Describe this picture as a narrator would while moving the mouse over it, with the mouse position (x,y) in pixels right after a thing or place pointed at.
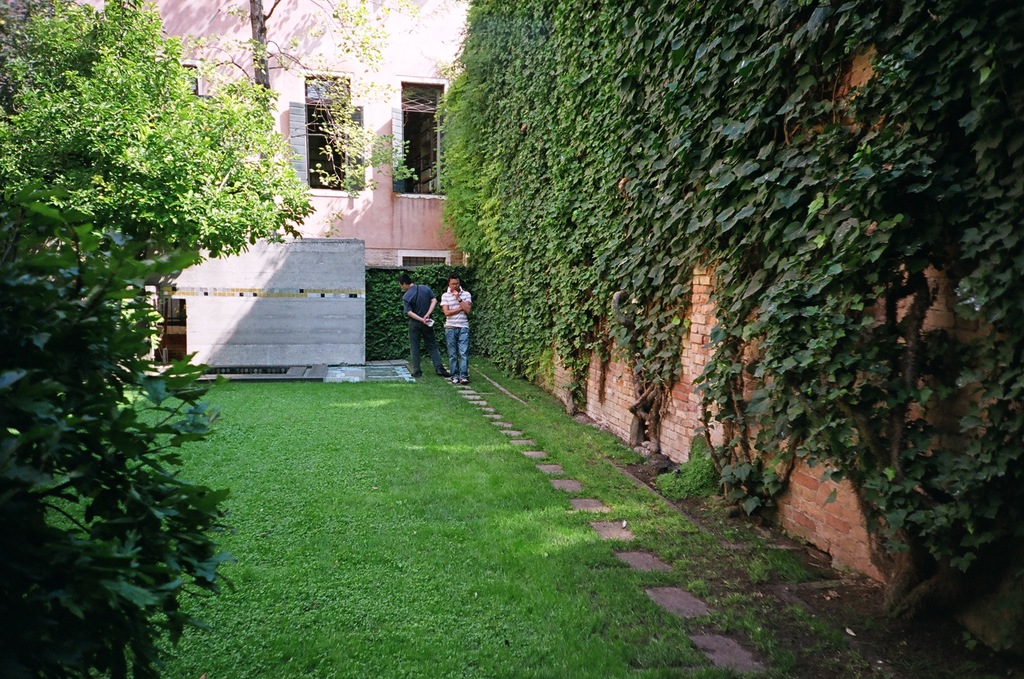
In the image we can see two men (446,323) standing, they are wearing clothes (455,336). This is a grass (357,509), plant (733,111), brick wall (692,364), building (404,250), windows (312,127) and tree (208,109).
